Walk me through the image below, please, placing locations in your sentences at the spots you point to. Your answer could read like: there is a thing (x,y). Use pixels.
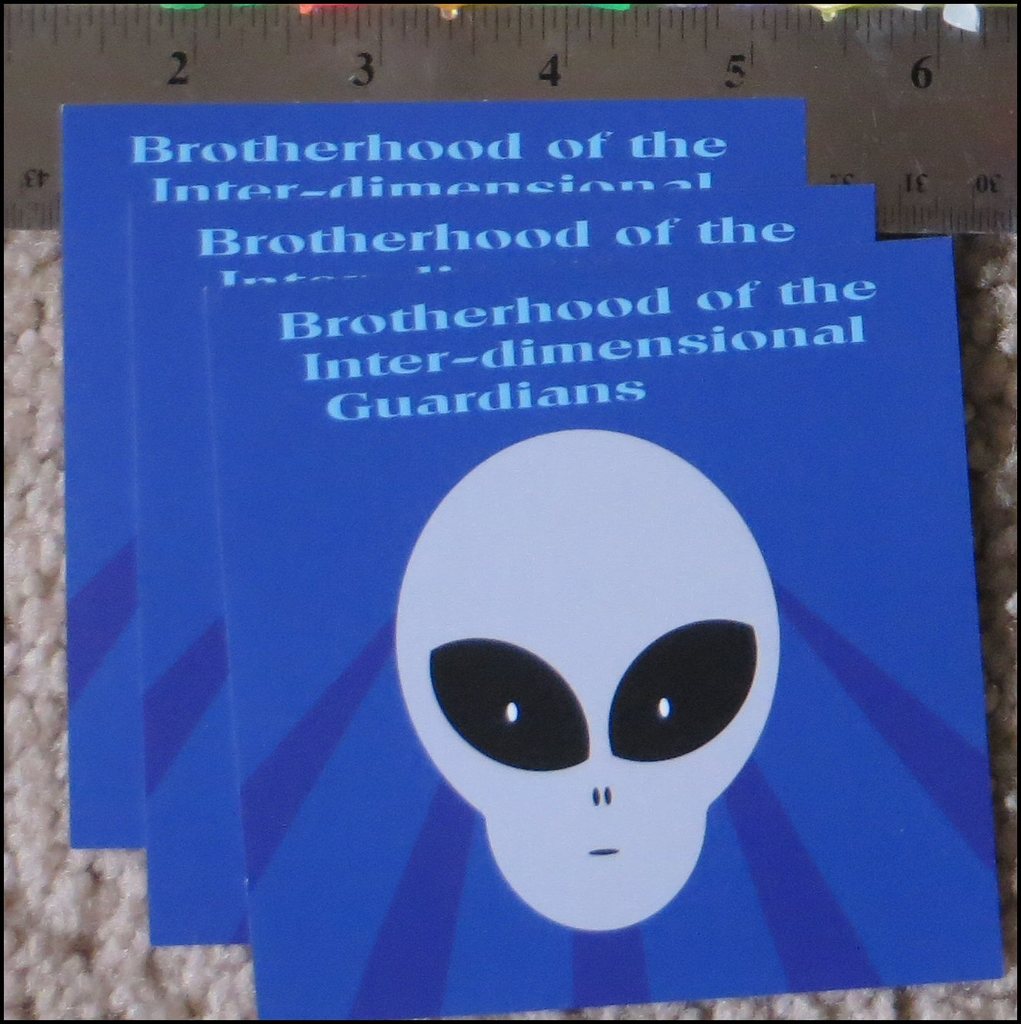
This picture contains three blue boards (274,514) with some text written on it. Behind that, we see a white color carpet (89,950) and at the top of the picture (519,76), we see a measuring scale (859,152).
